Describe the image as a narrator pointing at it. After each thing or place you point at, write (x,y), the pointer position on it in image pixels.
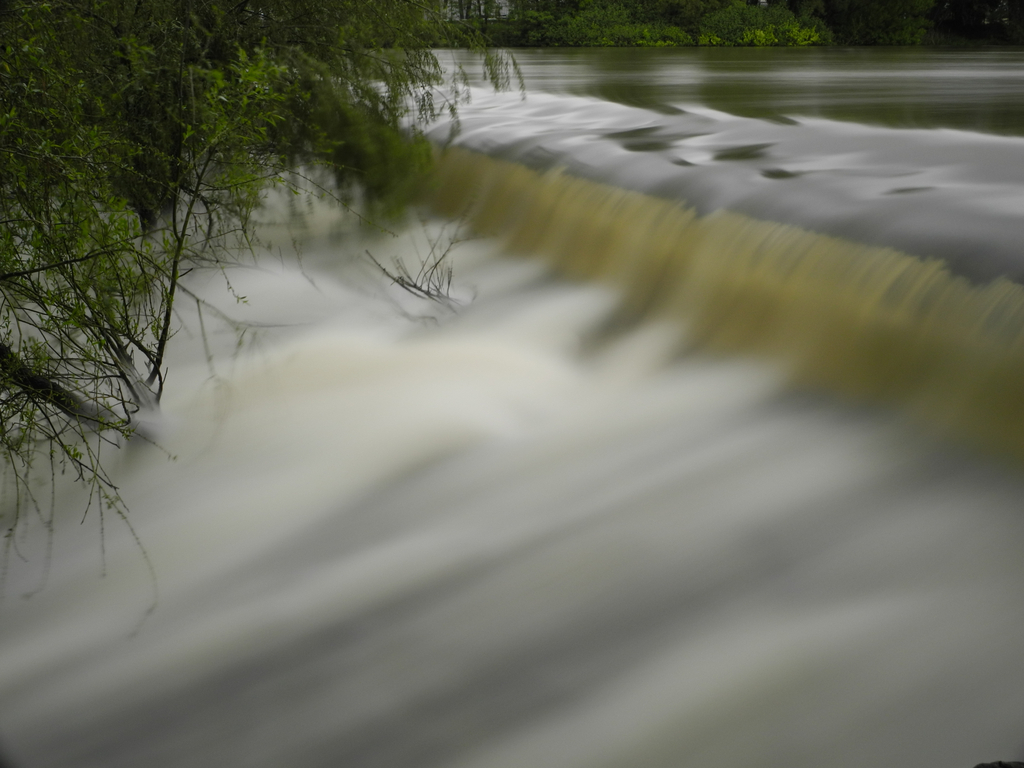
In this picture I can see some water falls (484,330) along with some trees (350,79).
